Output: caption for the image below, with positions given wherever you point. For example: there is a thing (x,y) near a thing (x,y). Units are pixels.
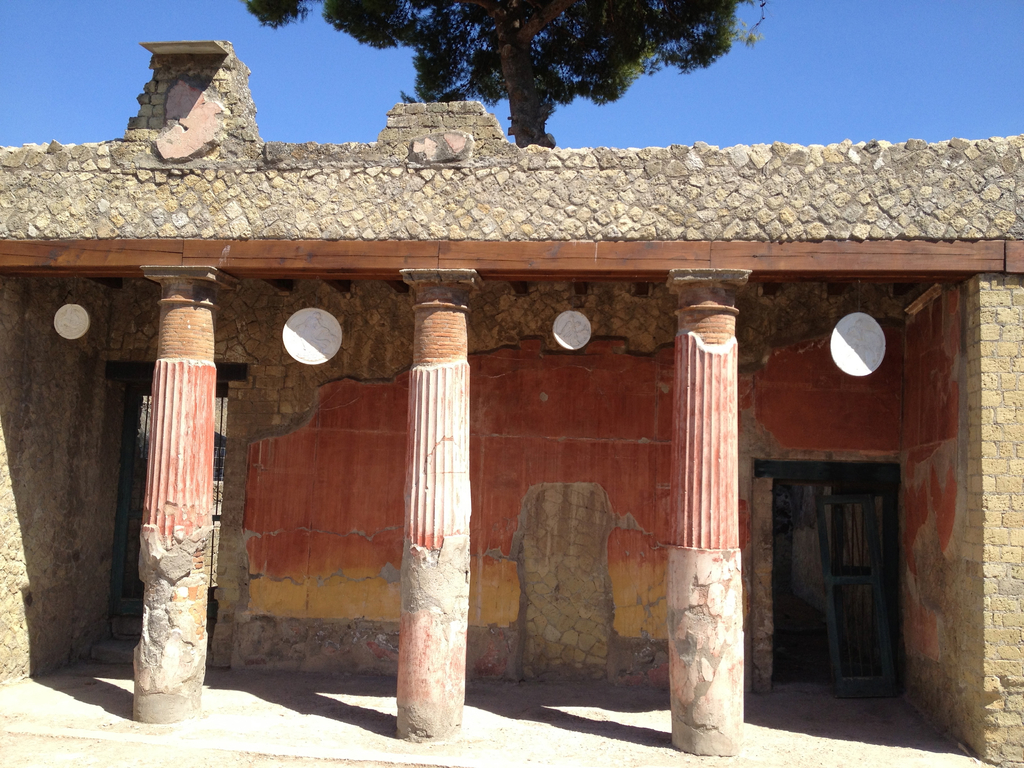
In the foreground of this image (479,357), there is an old building (598,544) with three pillars (446,519), wall (563,427), and a door (869,564). In the background (179,11), we can see a tree (439,47) and the sky (288,110).
